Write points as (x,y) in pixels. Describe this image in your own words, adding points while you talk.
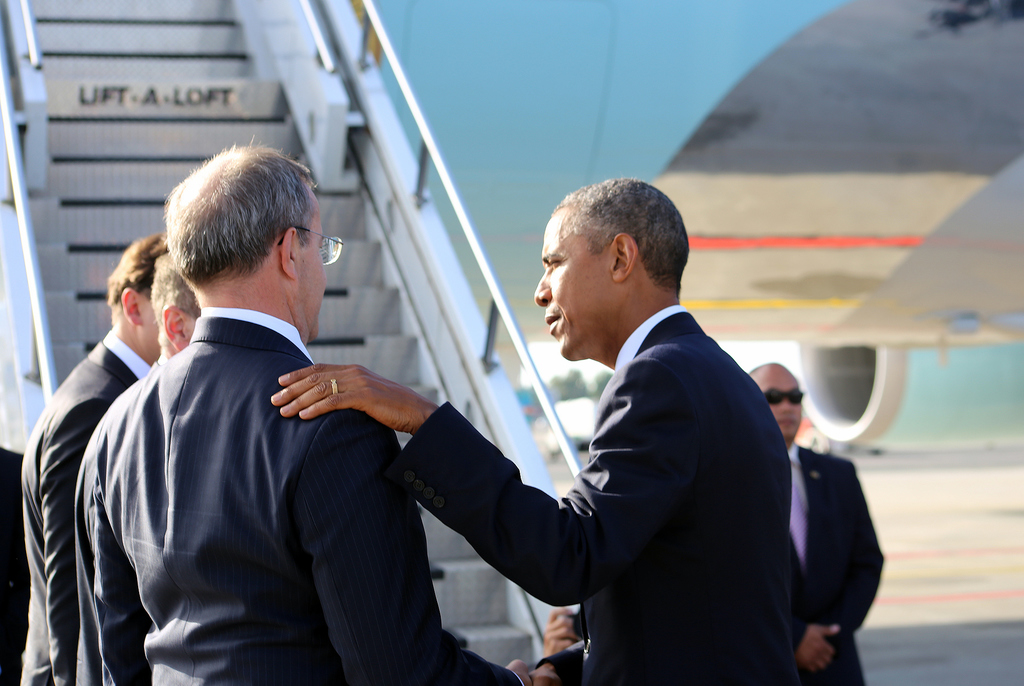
In this picture we can see few people (404,512), they are all standing, and few people (298,419) wore spectacles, beside to them we can see an airplane (694,127).
